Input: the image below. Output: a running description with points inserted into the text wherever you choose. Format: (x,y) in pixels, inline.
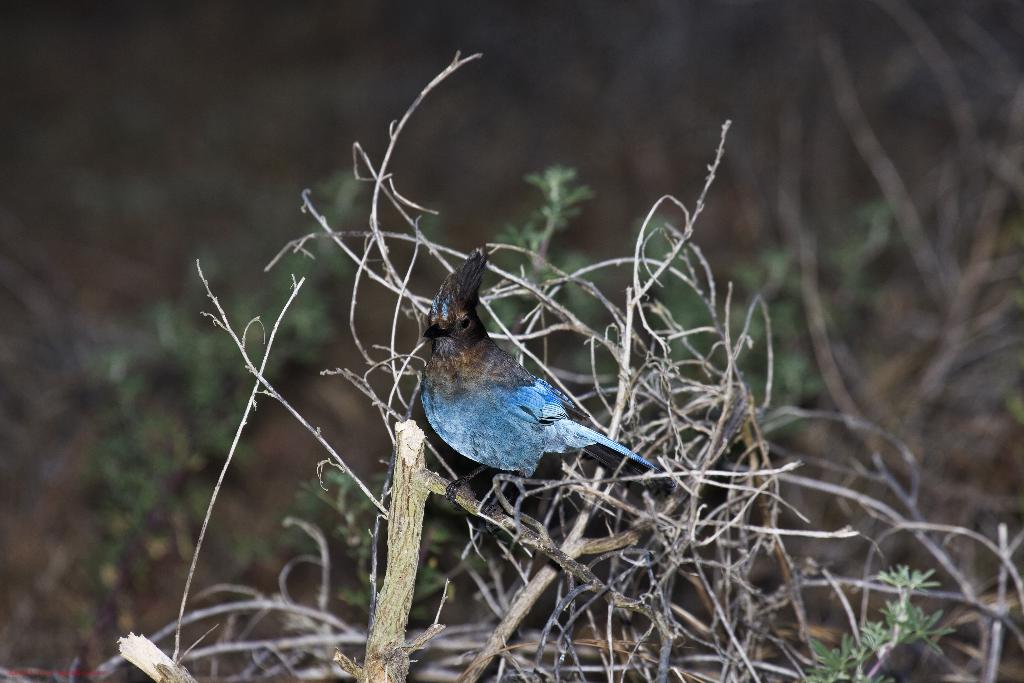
In this picture we can see a bird (472,339) on a branch (511,510) and in the background (97,583) we can see leaves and it is blurry.
